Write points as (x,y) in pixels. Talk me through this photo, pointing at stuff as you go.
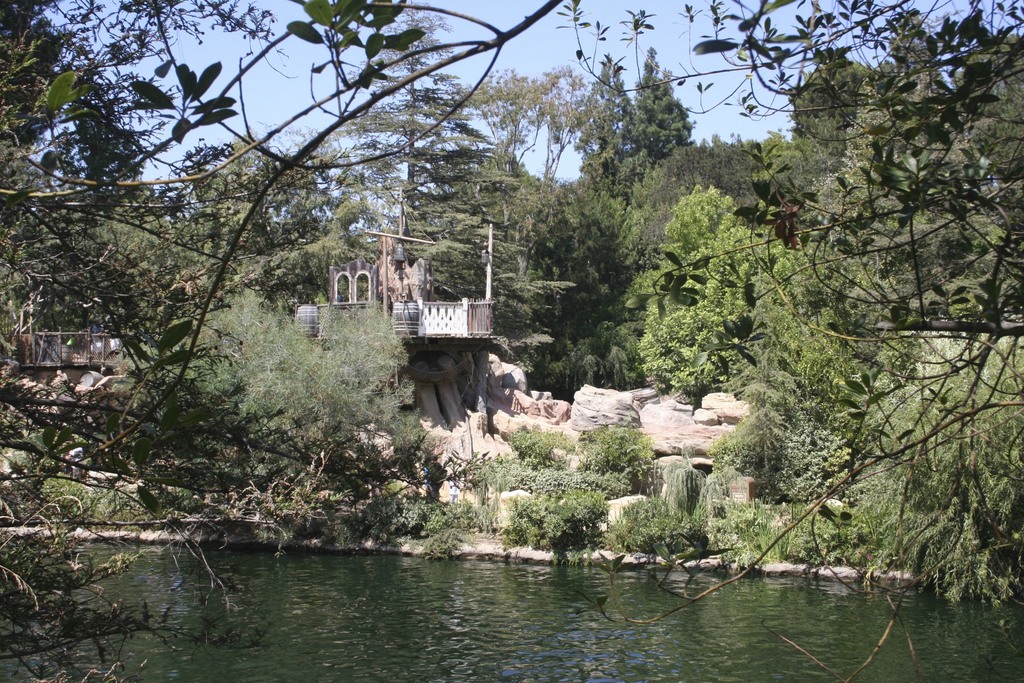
In this image we can see there are trees (776,432) and water (588,583). And there is a building (409,293), fence (424,314) and stones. At the top (621,29) there is a sky (676,44).
